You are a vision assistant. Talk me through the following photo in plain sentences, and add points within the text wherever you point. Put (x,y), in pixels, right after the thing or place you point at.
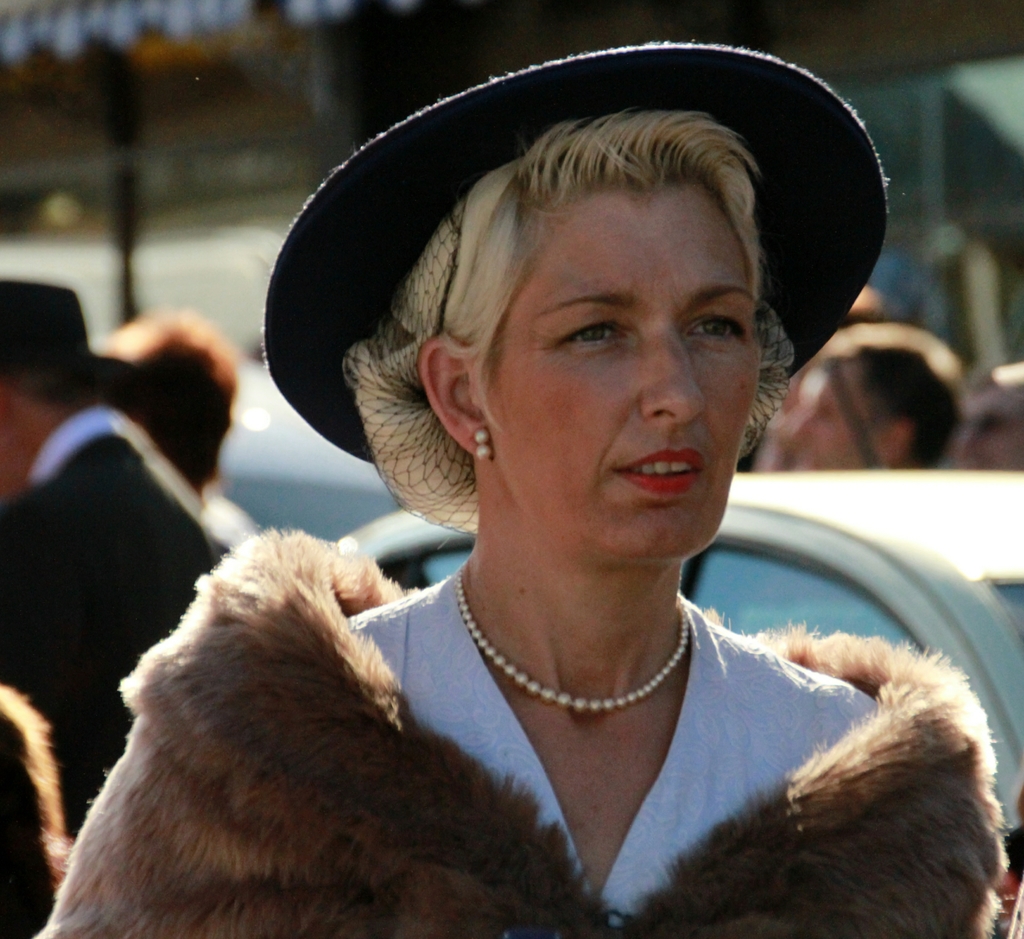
In this image I can see the person (223,791) with white and brown color dress (361,713) and also hat (628,102). In the back (124,478) I can see few people (99,449) with different color dresses (99,449) and the vehicle (264,473). And I can see the blurred background (254,166).
